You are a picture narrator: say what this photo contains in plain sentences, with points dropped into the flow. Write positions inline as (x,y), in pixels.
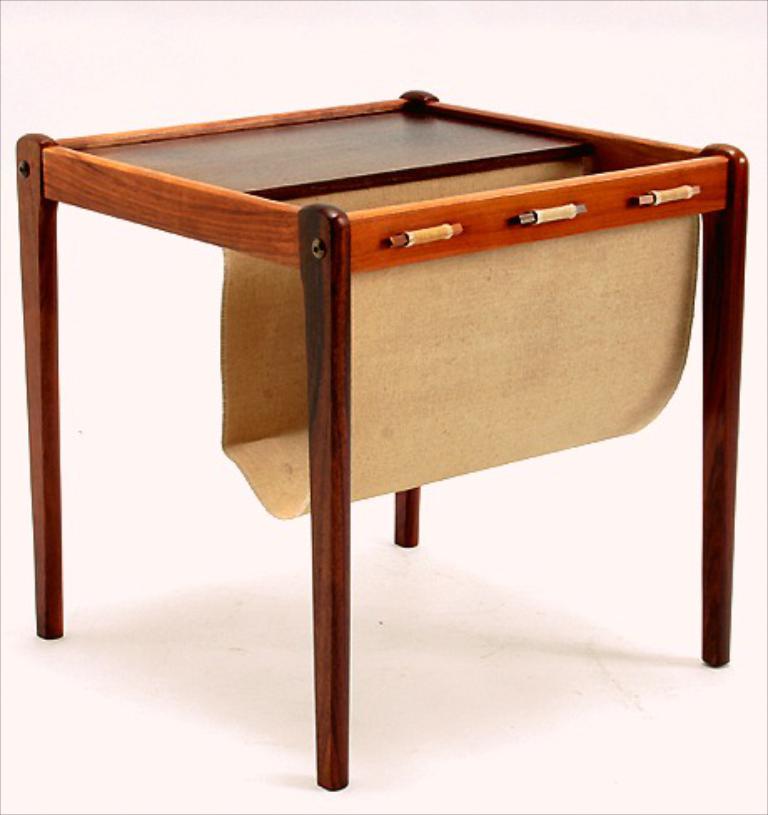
In the image there is a stool (662,154) kept on the floor (221,791) and the background of the stool (36,460) is white.
